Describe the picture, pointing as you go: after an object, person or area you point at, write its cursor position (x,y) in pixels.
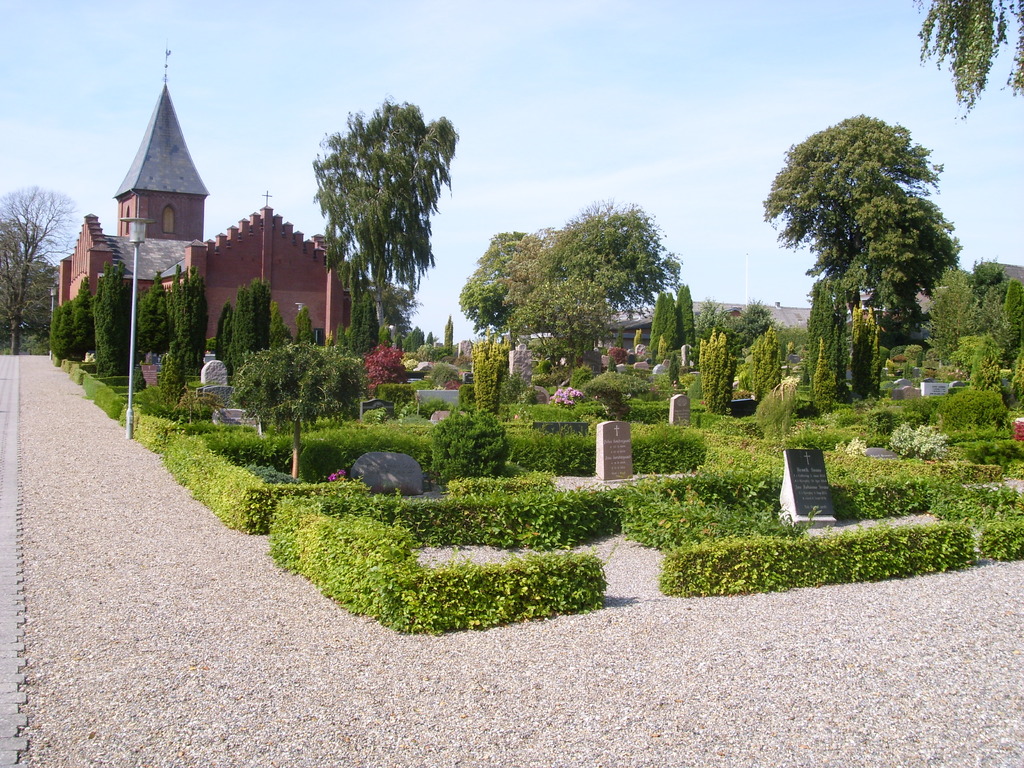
At the bottom of the image (214,554) there is ground (837,522). There are bushes (778,440) and small plants (418,411). In between them there are graves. And also there are trees (824,382) in the image. Behind them there is a building (182,234) with roofs (180,169), walls (223,243) and pillars (263,225). At the top of the image (1003,246) there is sky (535,86).
